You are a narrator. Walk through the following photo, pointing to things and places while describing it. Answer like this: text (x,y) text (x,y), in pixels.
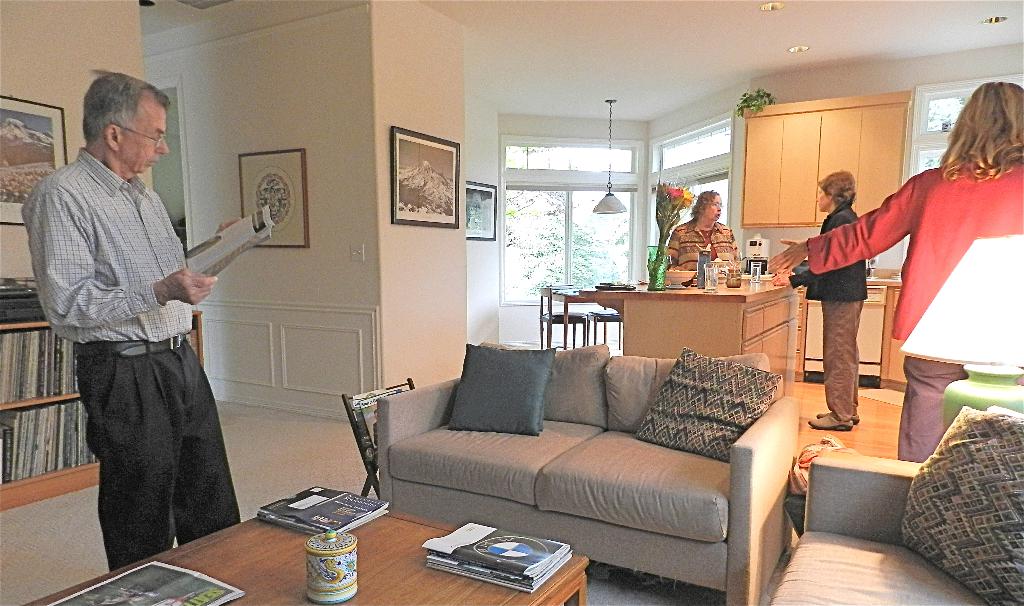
In this picture we can see some persons (213,432) are standing on the floor (315,439). This is sofa (696,504) and there are pillows (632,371). Here we can see a table (384,535). On the table (294,550) there are some books (291,506). On the background (647,269) we can see a flower vase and these are the chairs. This is wall (342,85) and there are frames (458,224).
